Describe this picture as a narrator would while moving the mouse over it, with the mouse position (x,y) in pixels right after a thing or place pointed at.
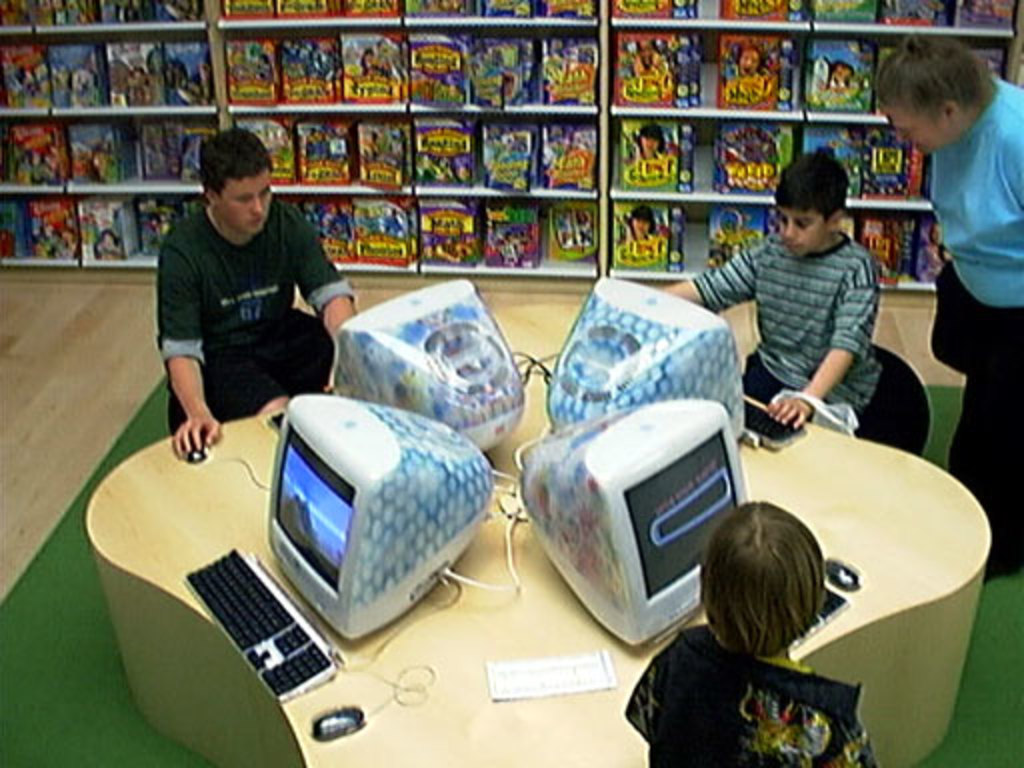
In the image we can see there are kids (319,274) sitting on the chair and on the table (880,497) there are monitors (575,461). There is a person (958,269) standing and behind there are books (468,76) kept in a shelf (84,108).
